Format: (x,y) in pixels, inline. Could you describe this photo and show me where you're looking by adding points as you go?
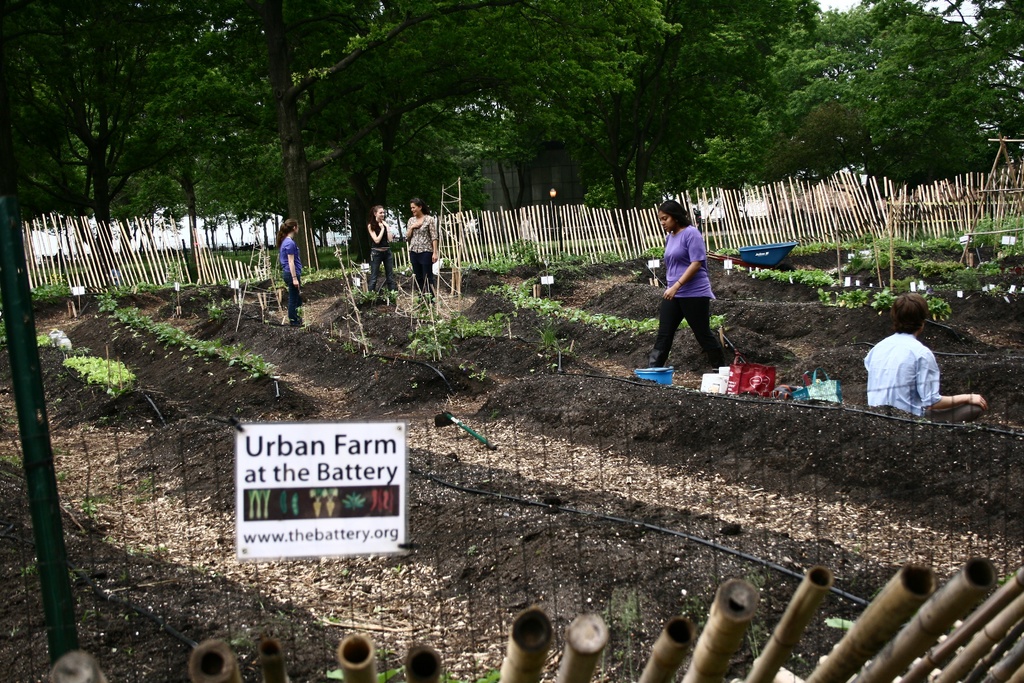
This picture shows few plants (543,331) and few people (419,262) standing and we see a board (332,502) with text (283,528) and a man (921,385) seated and we see few bags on the ground (725,411) and we see a wooden fence (635,222) and trees (722,84) and a digging instrument (480,434) on the ground (425,443).
